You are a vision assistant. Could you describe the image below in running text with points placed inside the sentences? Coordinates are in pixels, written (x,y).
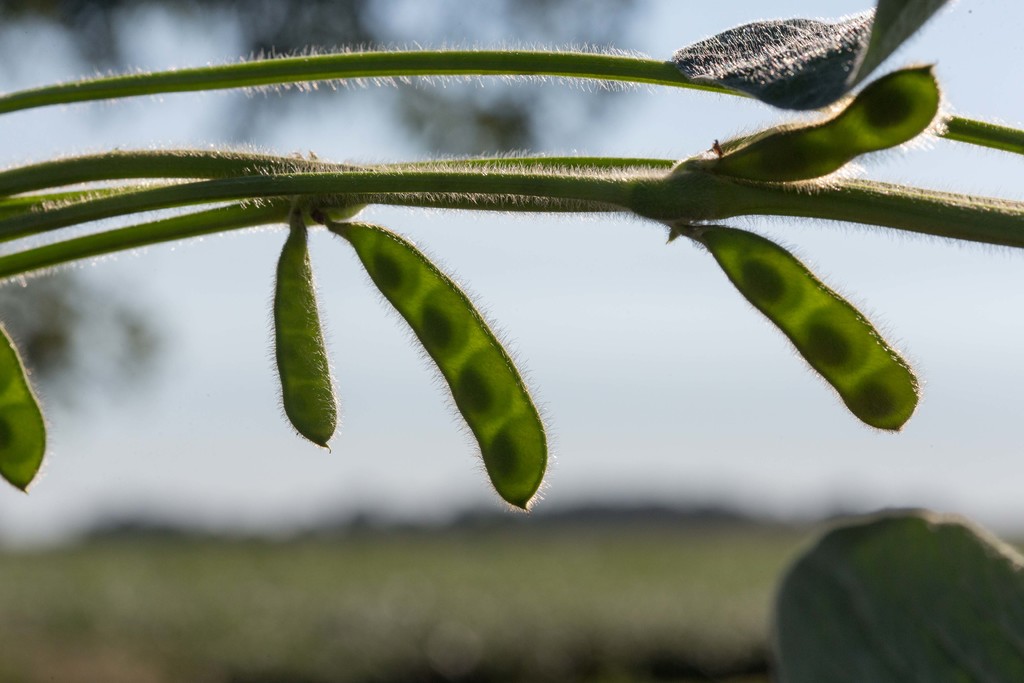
In this image there is plant (723,193) and the background (447,238) is blurry.
